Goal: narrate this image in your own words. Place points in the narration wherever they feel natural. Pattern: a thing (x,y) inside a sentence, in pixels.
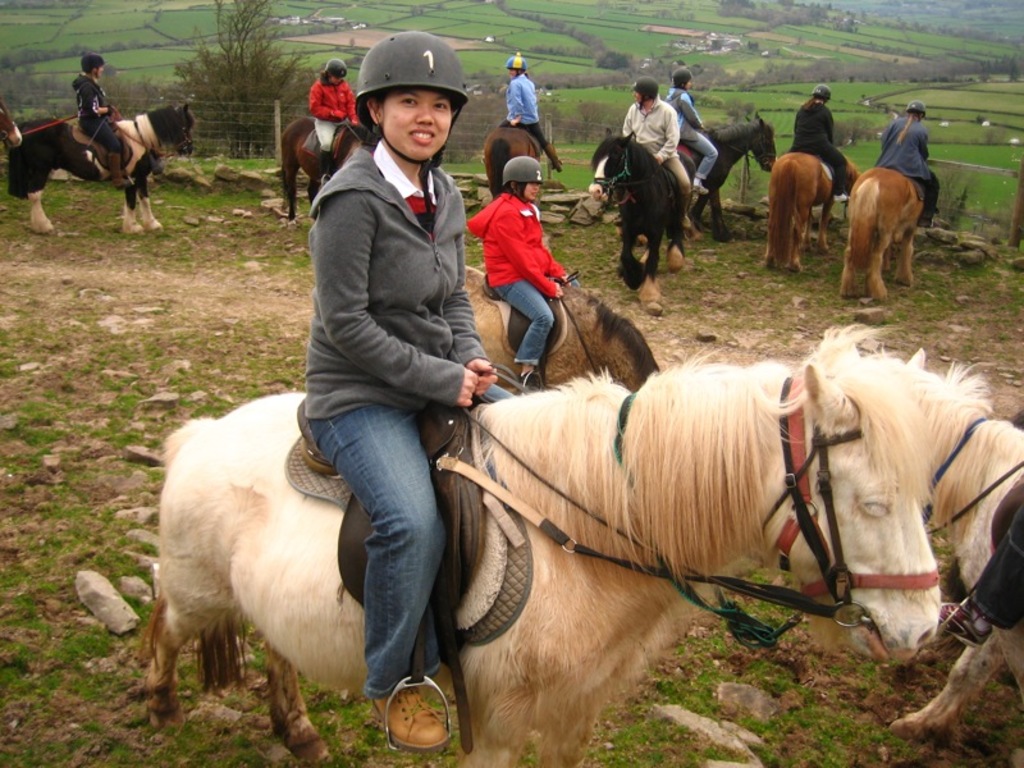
In this image, there are a few people (400,467) riding horses (561,418). We can see the ground (164,741) with some objects (115,598). We can see some grass (178,372), plants (226,99), stones (990,236), trees (282,112) and the fence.
